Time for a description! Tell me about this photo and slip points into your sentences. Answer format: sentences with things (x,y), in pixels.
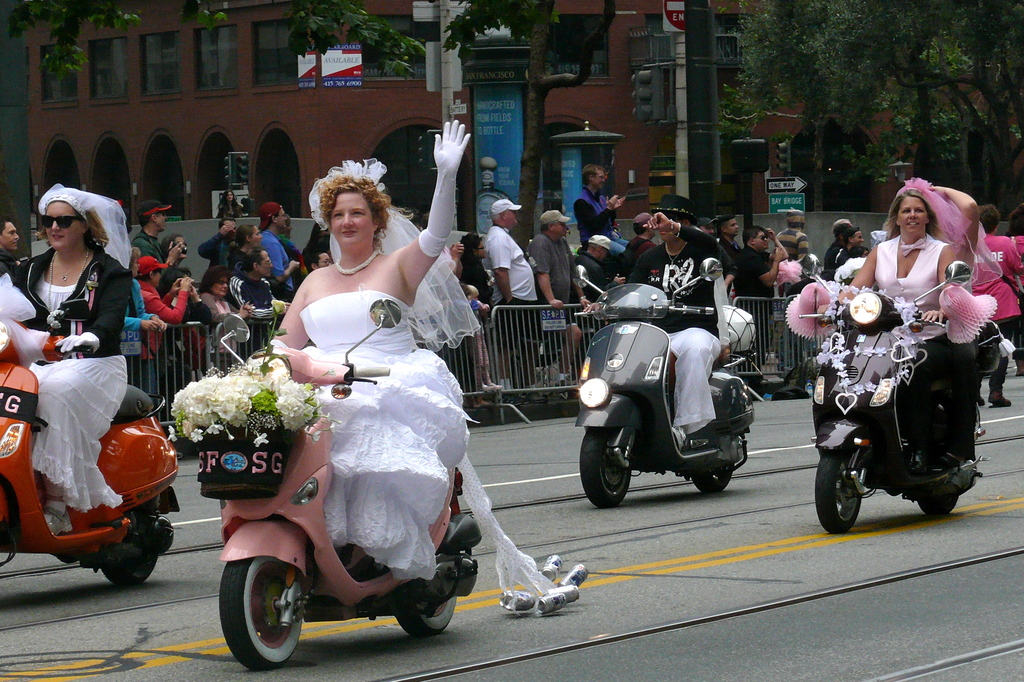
There are some women (324,407) riding a scooter (309,426) on the road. In the background (507,344) there is a railing (223,342) and some of them are watching behind the railing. There are some trees (829,42), poles (451,78) and a building (270,78) here.
